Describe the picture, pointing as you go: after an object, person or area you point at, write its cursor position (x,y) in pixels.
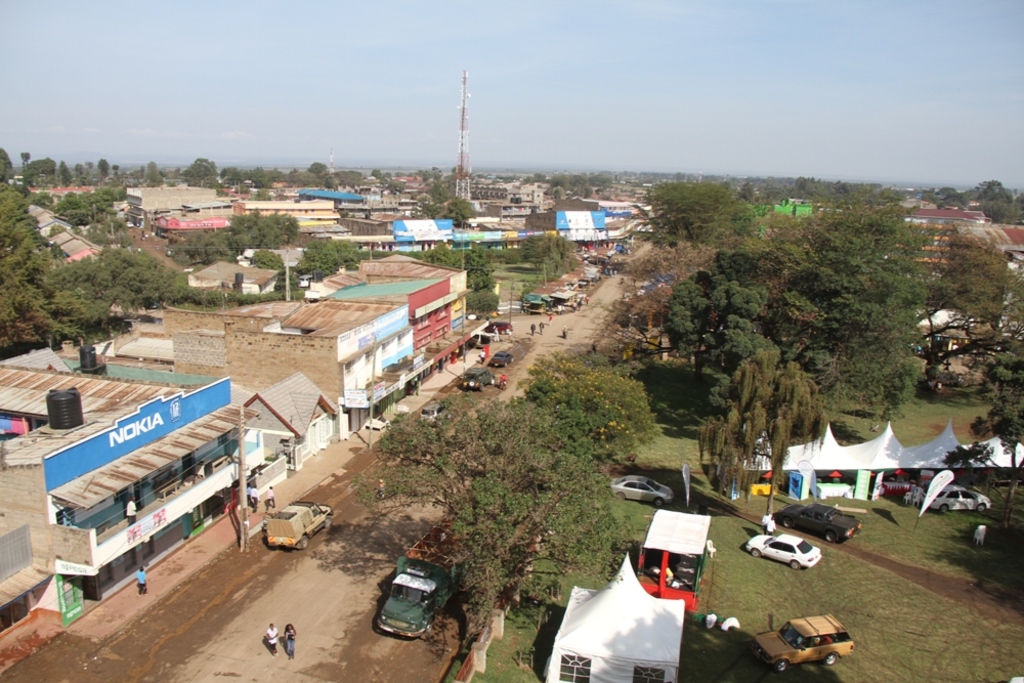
In this picture I can observe some trees (799,258) and buildings (320,234). In the middle of the picture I can observe tower (464,142). In the background (285,111) there is sky (495,83).
